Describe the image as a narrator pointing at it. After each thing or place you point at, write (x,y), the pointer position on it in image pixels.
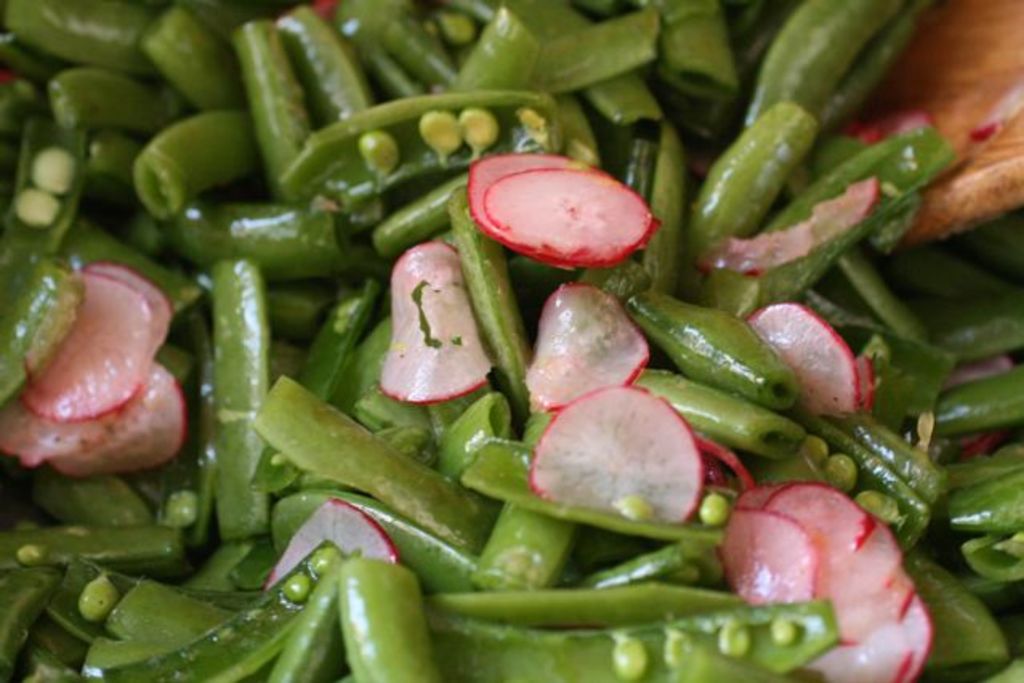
In this picture we can see sliced radish (153,403) and green beans (338,359). In the top right corner of the image (887,89), there is a wooden object (964,124).
